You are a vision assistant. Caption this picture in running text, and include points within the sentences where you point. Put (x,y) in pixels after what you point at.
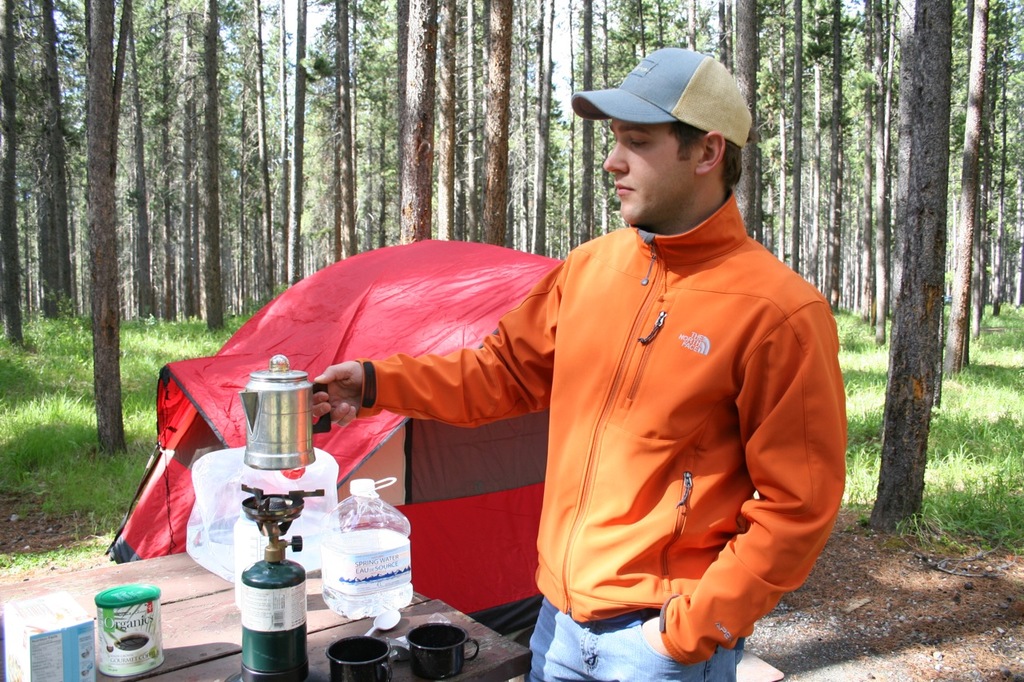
In this image we can see a person (385,372) standing and holding an object (305,373), in front of him we can see a table (196,604), on the table (177,609) there are cups (343,655), stove (259,650), box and some other objects (395,512), also we can see a tent (390,321), there are some trees (104,323), grass (76,406) and the sky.
